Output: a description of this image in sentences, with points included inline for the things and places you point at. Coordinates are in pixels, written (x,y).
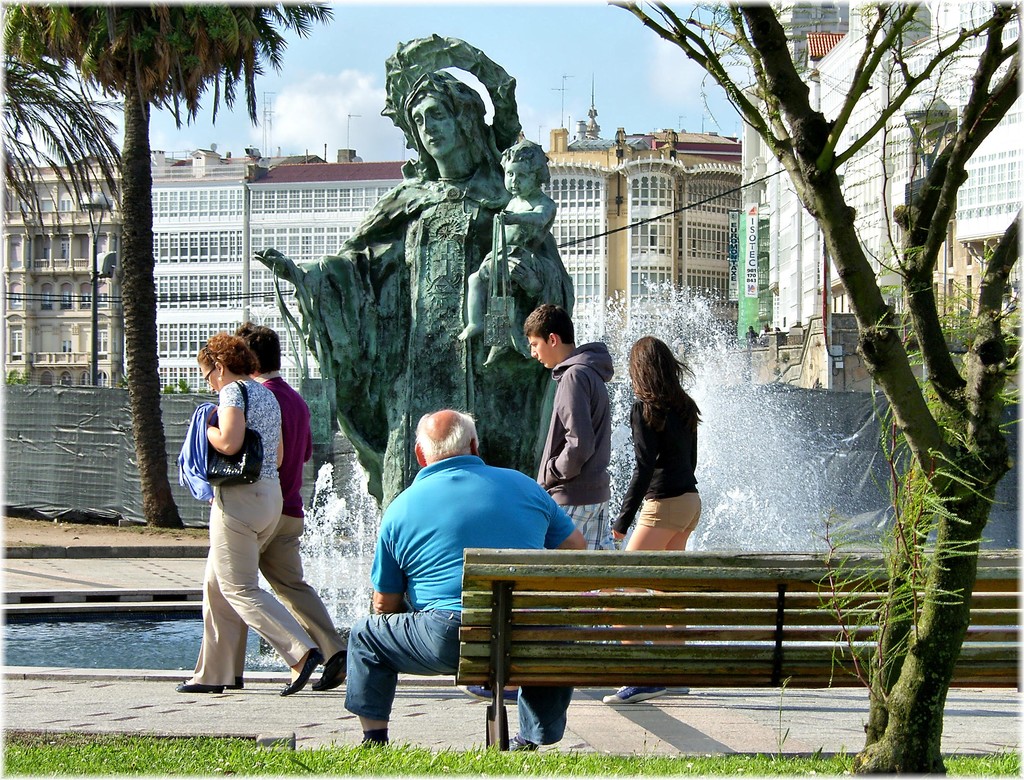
In the image there were five peoples (641,442), the four people (635,431) were walking on the road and the center the man (449,571) is sitting on the bench (517,638). And in front of them there is a statue (468,225), fountain (712,416) and back of the statue (426,301) there is a building (290,205) in white color with red roof (324,179). And the sky (330,80) with clouds (285,100) and they were some trees (153,34) and grass (121,751).
